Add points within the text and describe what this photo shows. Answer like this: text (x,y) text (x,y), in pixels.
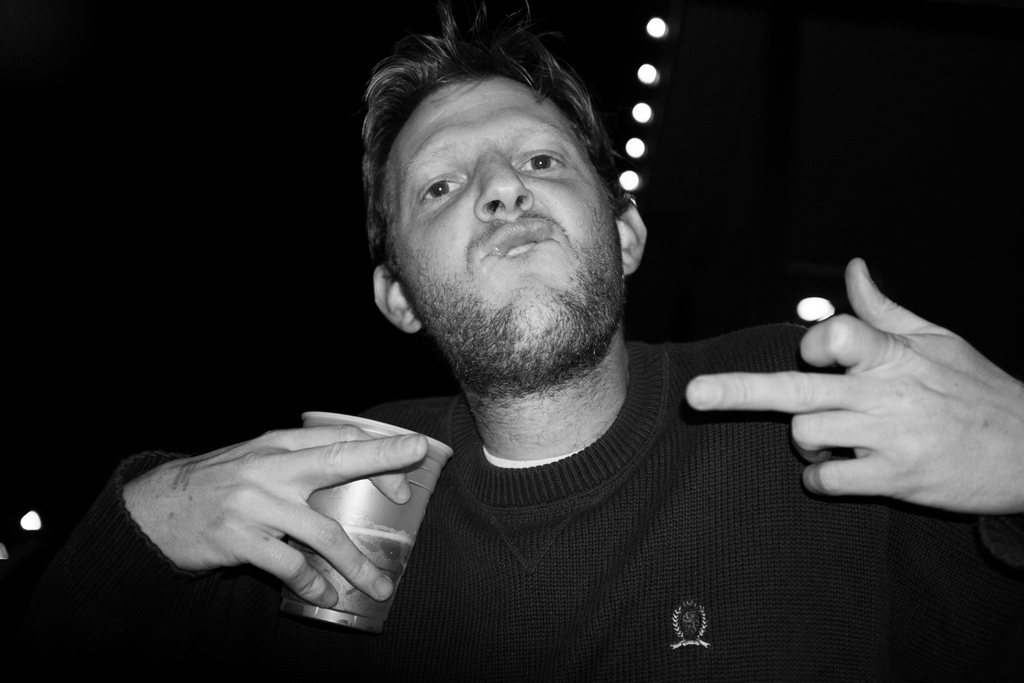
In the image we can see there is a man (527,461) and he is holding glass (392,555) in his hand (357,574). Behind there are lightings (643,146) and background of the image (673,140) is blurred. The image is in black and white colour.
